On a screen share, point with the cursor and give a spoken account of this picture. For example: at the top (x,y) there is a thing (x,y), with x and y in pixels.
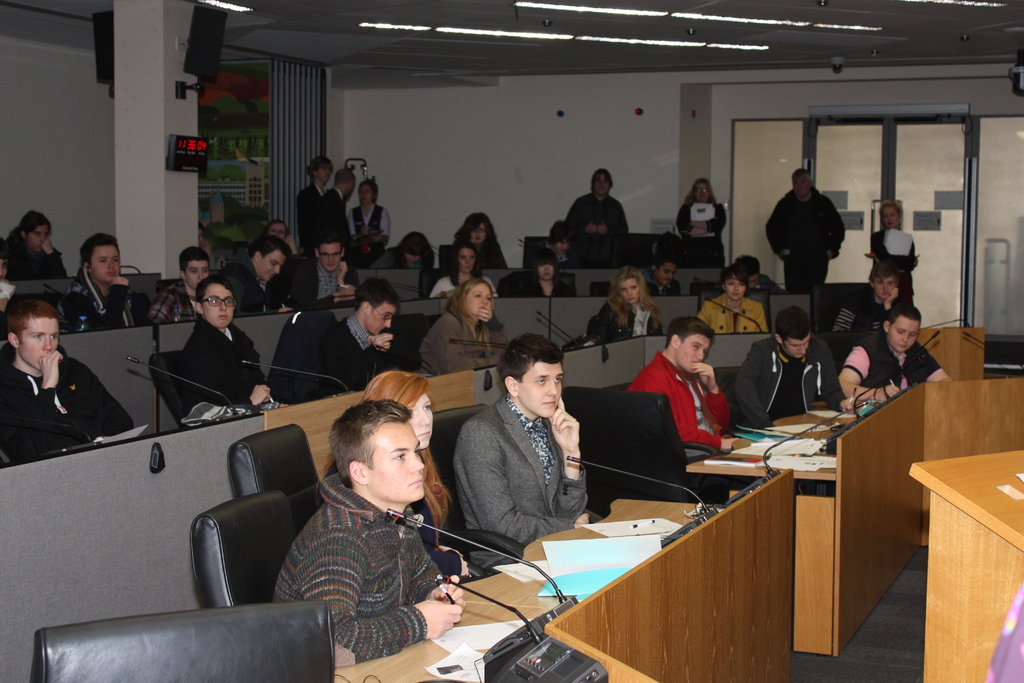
This picture is taken inside a room (779,621). There are many people (428,471) sitting on the chairs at the desks (763,580) in the room (401,658). At the right corner of the image (937,524) there is a podium (943,513). on the desks (528,597) there is a microphone (531,564), books (599,574), papers (643,544) and pen (638,522). There is a digital clock (199,154) displayed on the pillar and speaker (195,72). On the ceilings (315,31) there are lights (395,25). In the background (509,128) there is wall (465,128) and glass doors (758,162).
